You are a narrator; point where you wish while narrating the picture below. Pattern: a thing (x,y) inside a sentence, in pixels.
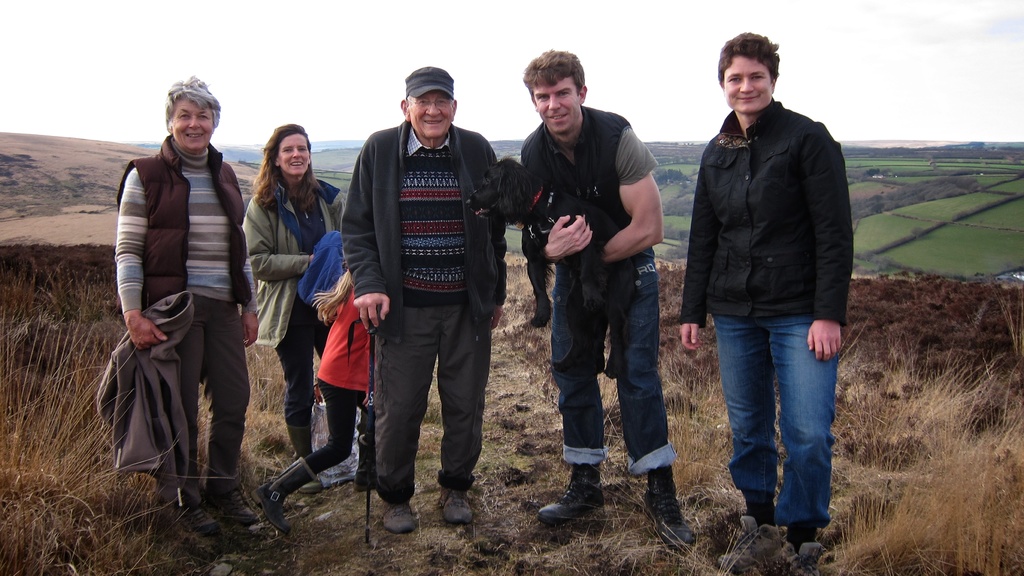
In the image in the center, we can see few people (266,264) were standing and they were smiling, which we can see on their faces (297,144). And the middle person (597,198) is holding dog (576,278). In the background (411,21) we can see the sky (648,23), clouds (898,23), trees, plants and grass (899,346).
